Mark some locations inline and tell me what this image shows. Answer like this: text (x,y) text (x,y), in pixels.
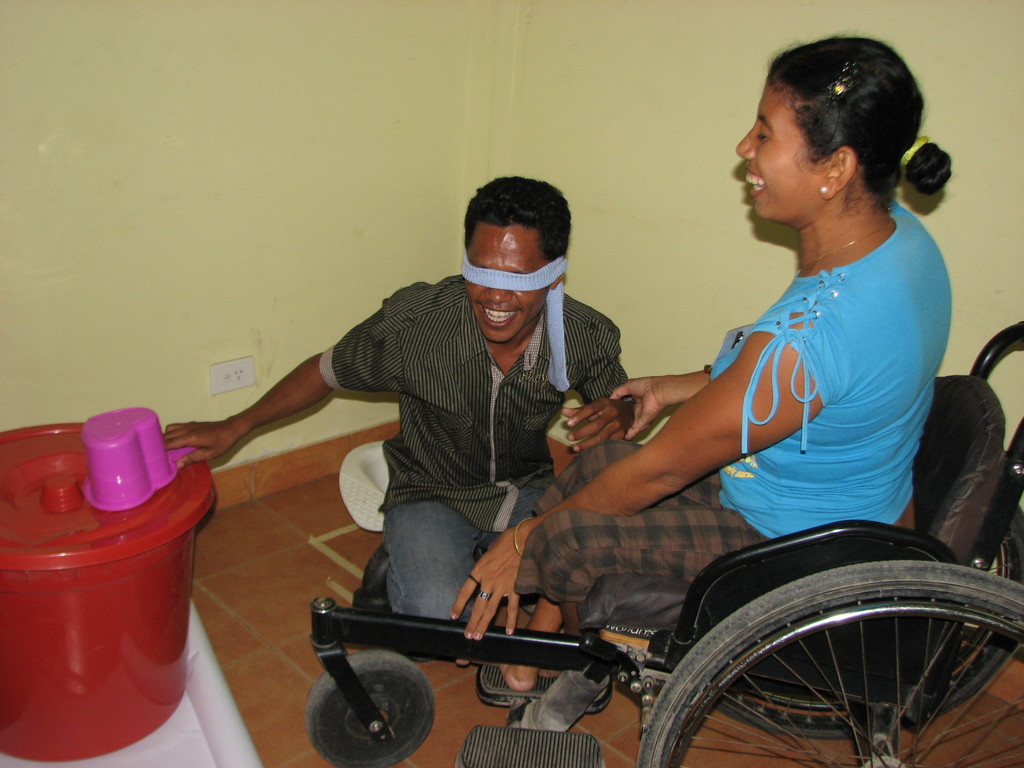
In this image we can see man (483,380) and woman (774,334) are laughing. woman (744,397) is sitting on wheelchair (1003,502). She is wearing blue color dress (815,425) with shorts (592,544) and man (489,429) is wearing black shirt (485,425) with jeans (446,521). Left bottom of the image (113,598) red color plastic container (110,606) is there with one pink color jug (124,458). Background of the image (156,164) yellow color wall (228,116) is there and one switch board (229,370) is attached to the wall (237,352).
